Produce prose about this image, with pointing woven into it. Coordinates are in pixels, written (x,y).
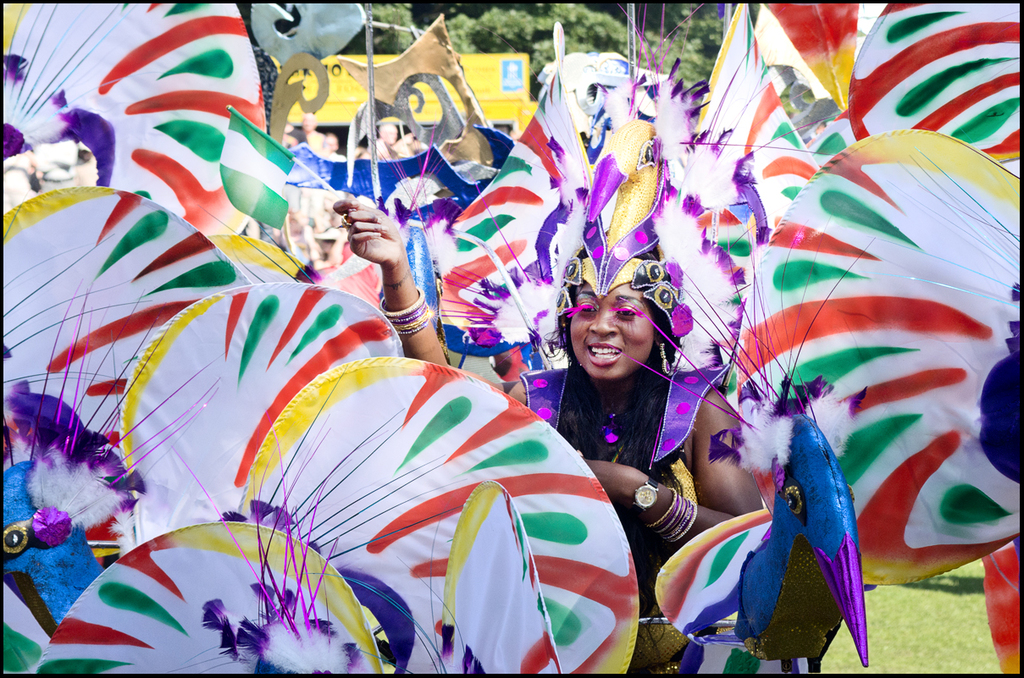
In this image I can see a woman (627,418) wearing purple and black colored dress (684,406) is holding a flag (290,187) in her hand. I can see few colorful objects (297,290) around her. In the background (670,51) I can see few trees (521,23) and a yellow colored object (494,117).
